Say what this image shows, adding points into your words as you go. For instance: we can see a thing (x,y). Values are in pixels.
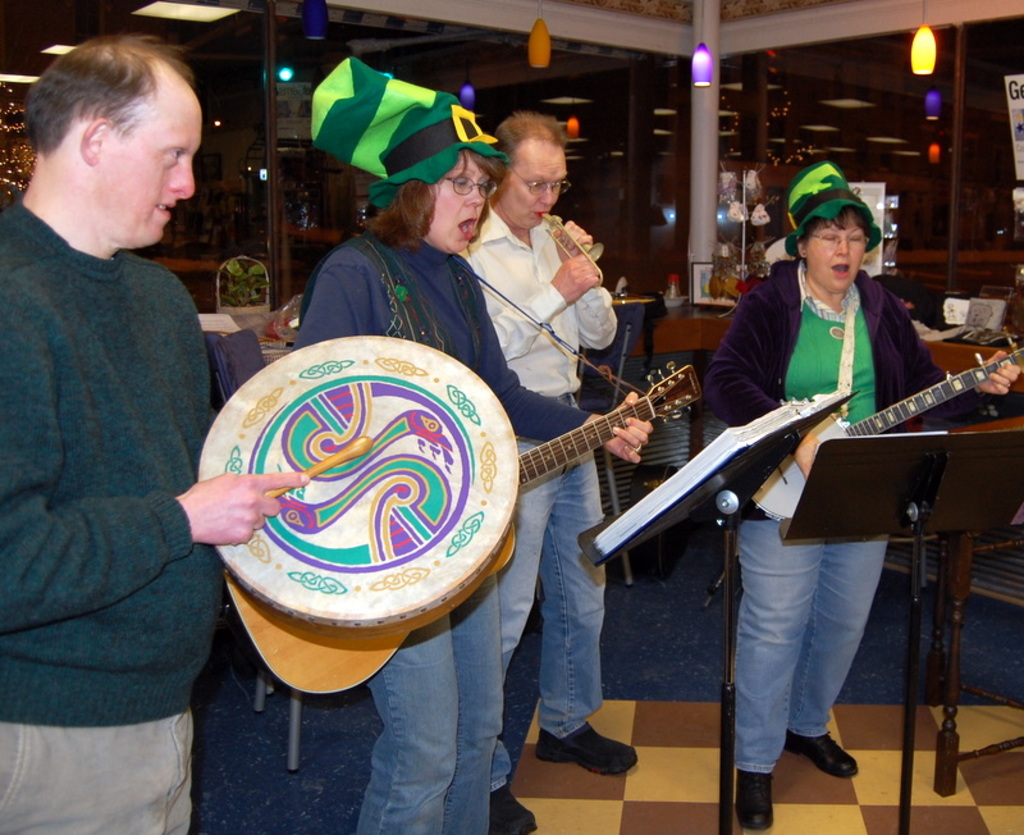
4 people (130,314) are standing and playing musical instruments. There are notes (781,408) at the right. There are lights (709,53) on the top (306,17).
